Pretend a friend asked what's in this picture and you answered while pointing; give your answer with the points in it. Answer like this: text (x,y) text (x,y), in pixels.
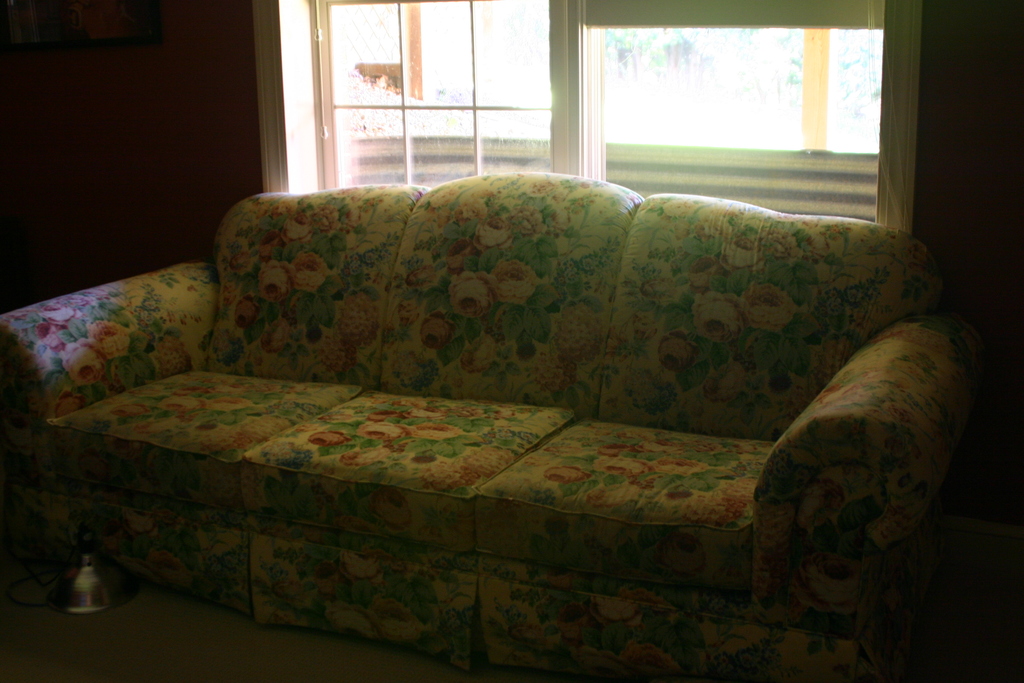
In this picture there is a sofa (291,421) in the room (935,97) with flower design (721,289) and back side of it there is a window (566,114).
